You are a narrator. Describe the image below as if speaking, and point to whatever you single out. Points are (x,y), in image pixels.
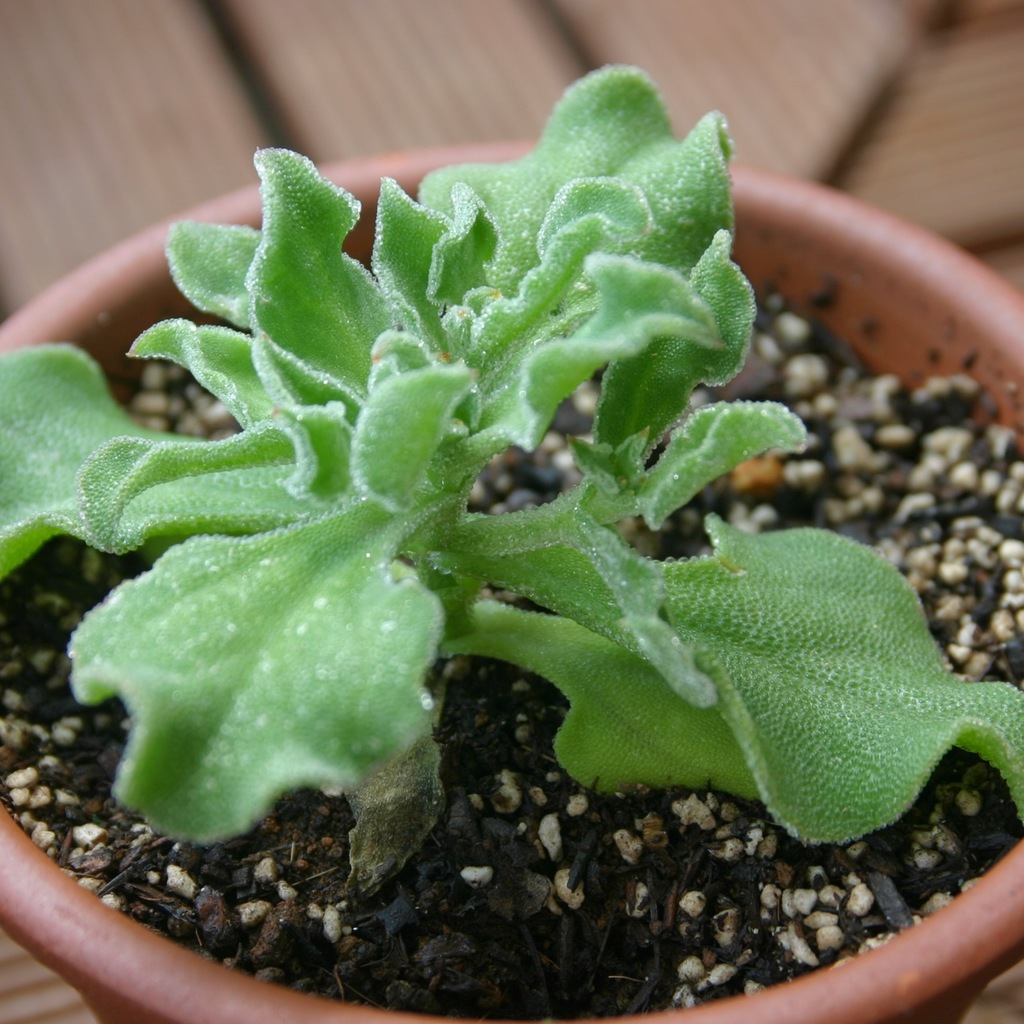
There is a pot (207,988). In the pot (565,1023) there is a plant (363,667) and some other things (742,864) are there.
